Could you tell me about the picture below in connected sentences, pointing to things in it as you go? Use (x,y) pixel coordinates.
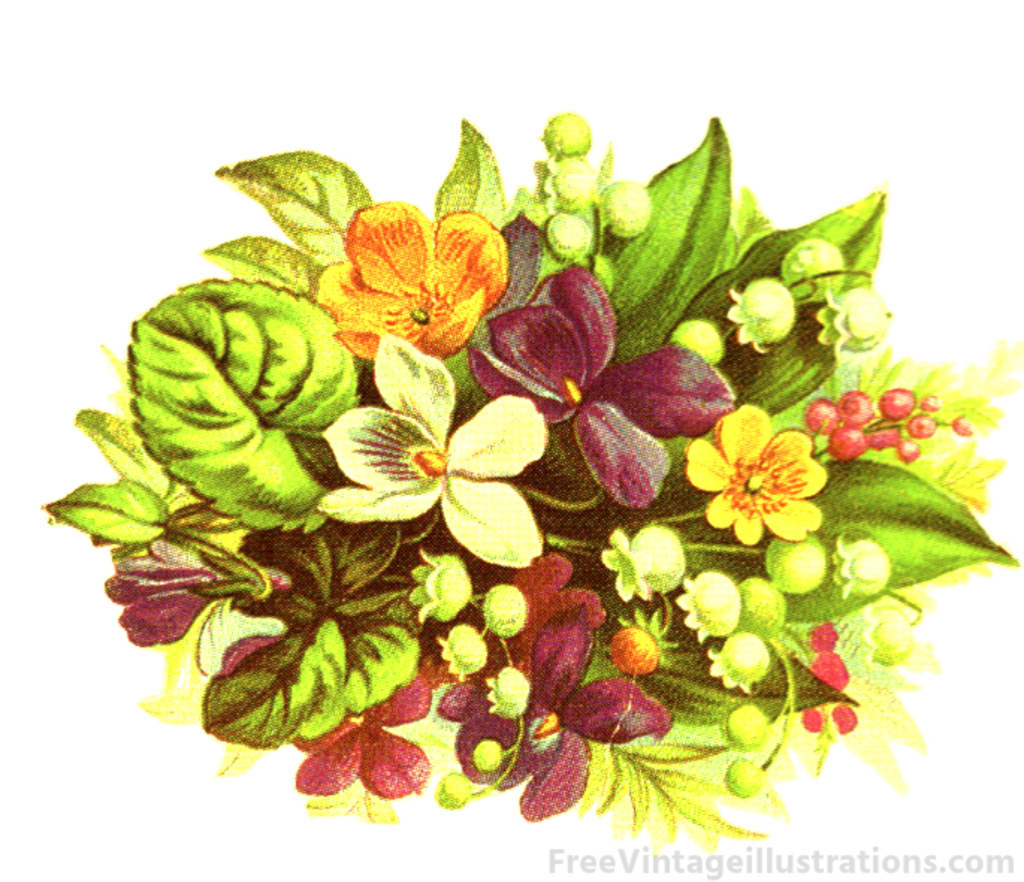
In the image we can see a flower bouquet (547,323). There are different colors of flowers (600,347) and there are even leaves (213,437). This is a watermark (693,869).
